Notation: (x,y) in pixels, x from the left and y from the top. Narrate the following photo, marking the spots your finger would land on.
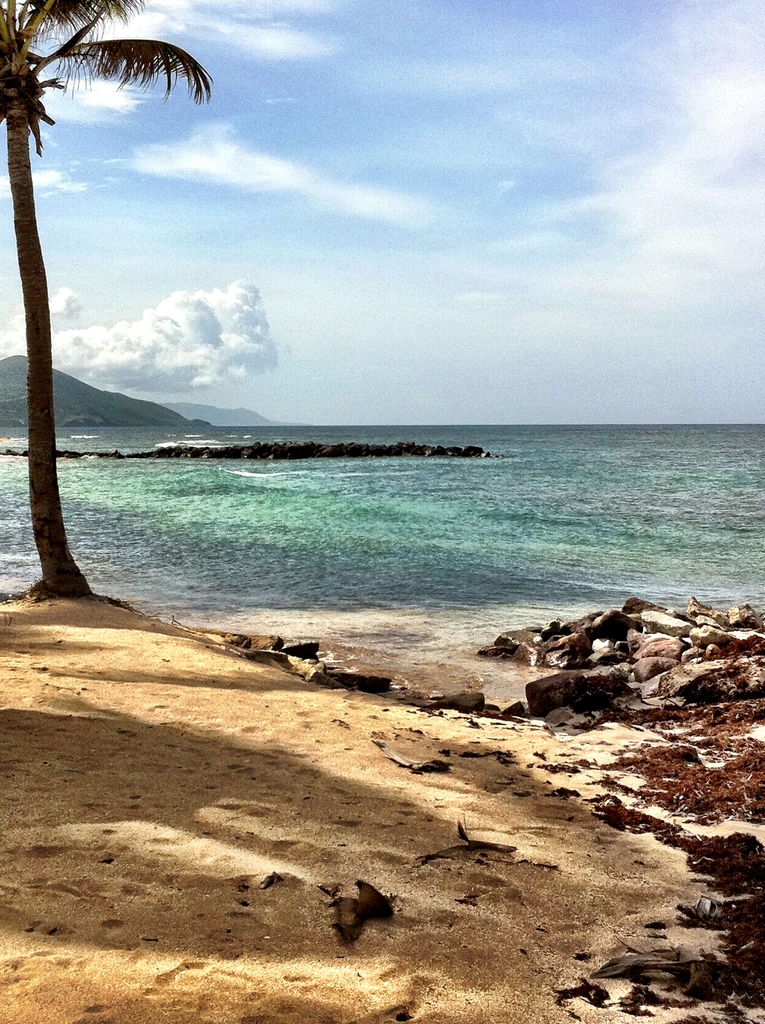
In this image in front (200,708) there is sand (263,908). There is a tree (12,53). On the right side of the image (702,607) there are rocks (749,667). There are dried leaves (691,809) on the surface (595,778). In the center of the image (359,507) there is water (362,499). There are rocks (417,451). In the background of the image (157,420) there are mountains (207,413) and sky (447,164).
